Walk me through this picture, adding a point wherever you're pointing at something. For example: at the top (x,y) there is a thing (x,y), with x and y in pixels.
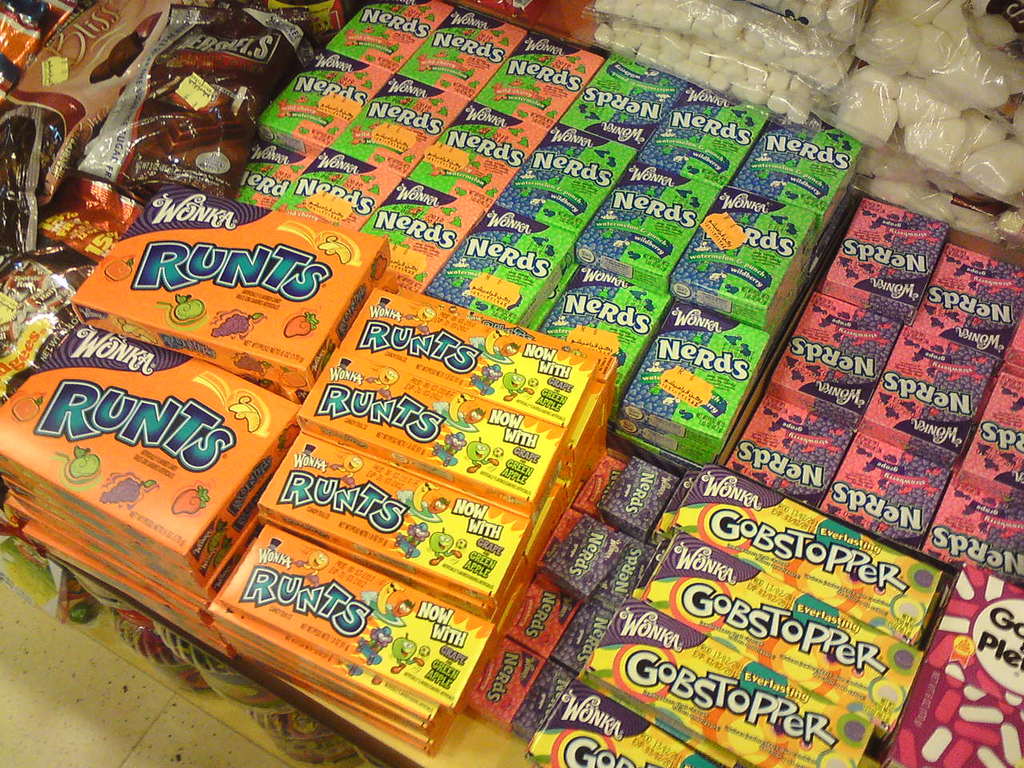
In the image there are candies (453,45) and toffees (27,87) and many other items (711,65).
